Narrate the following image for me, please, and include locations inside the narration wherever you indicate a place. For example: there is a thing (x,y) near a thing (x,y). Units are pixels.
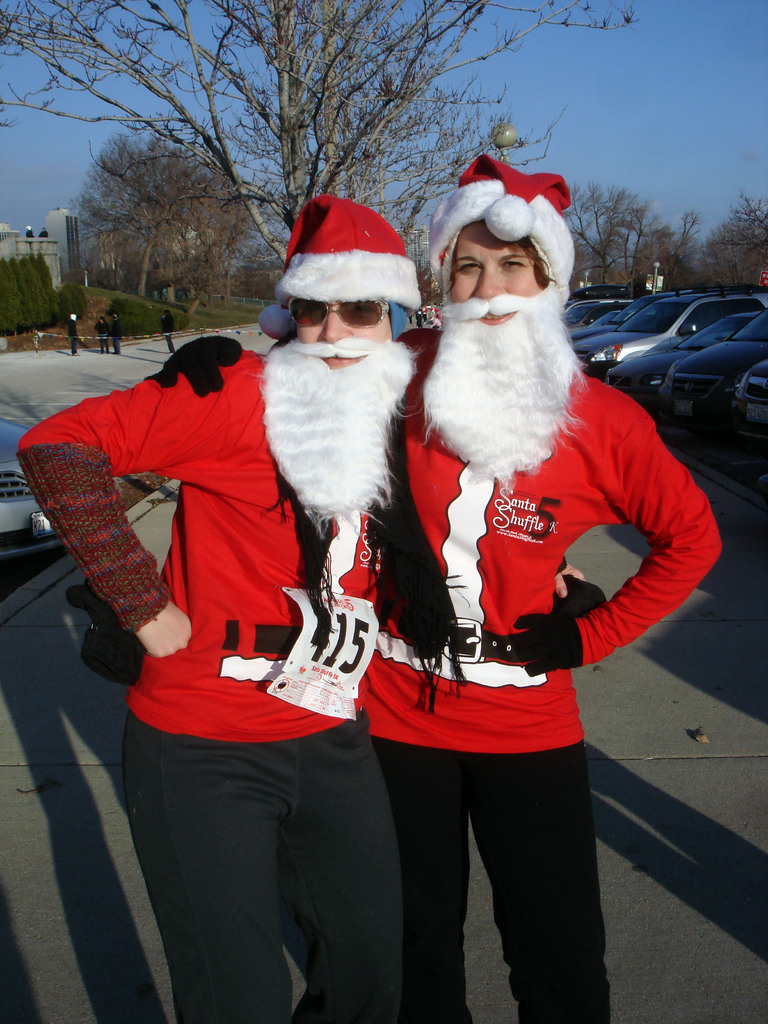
In this picture we can see two people (194,646) wore costumes (426,393), standing on the ground (658,789) and at the back of them we can see vehicles (714,347), trees (235,176), building (57,240), some people (168,323) and in the background (50,211) we can see the sky (41,202).
